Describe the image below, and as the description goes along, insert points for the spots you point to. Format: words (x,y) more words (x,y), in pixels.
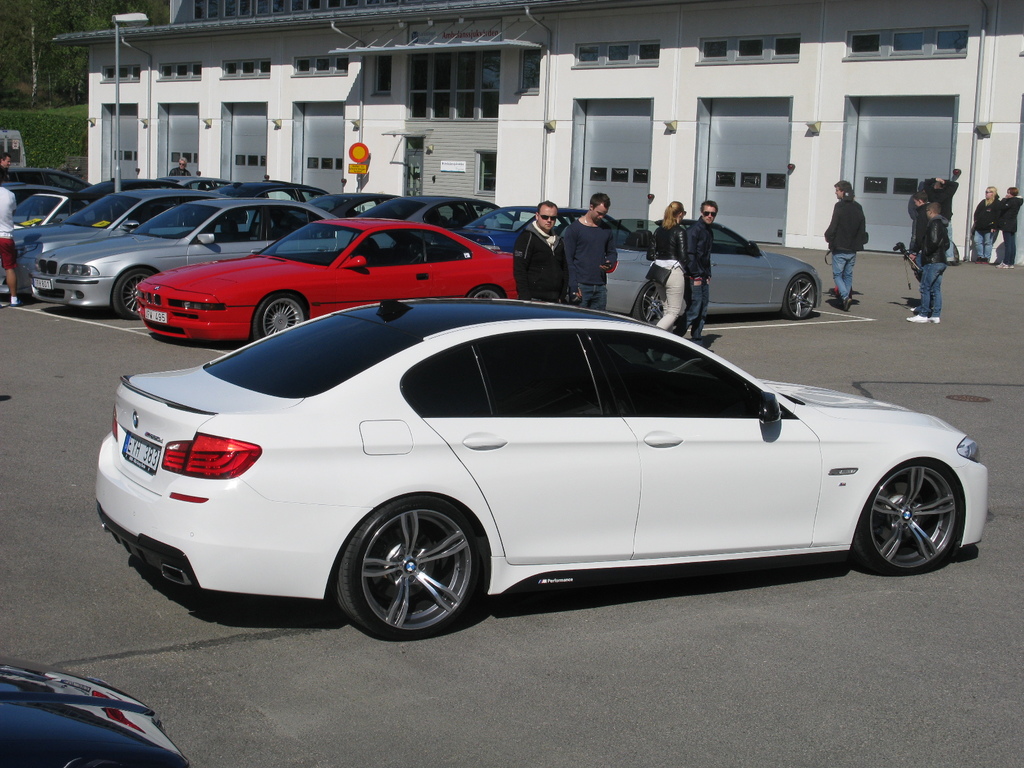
In this image we can see a few cars (583,320) on the road (875,274), there are some persons (917,237) standing around them, also we can see a building (470,134), windows (172,78), doors (625,156), shutters (728,140), lights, poles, plants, and trees (86,20).
